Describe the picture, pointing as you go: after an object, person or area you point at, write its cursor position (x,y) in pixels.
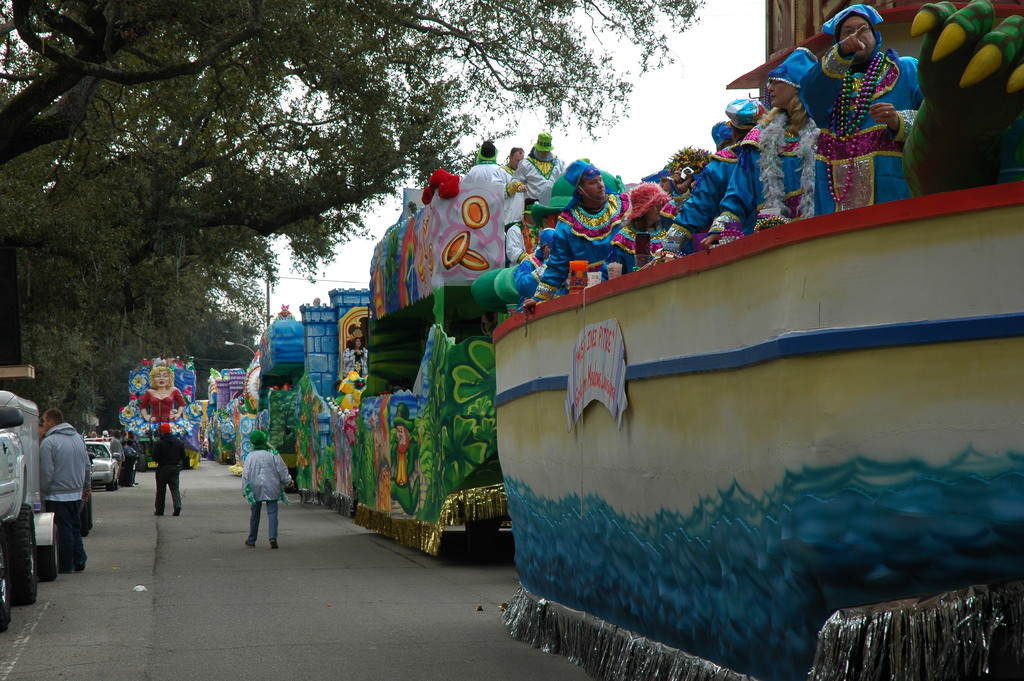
In this image there are vehicles (363,434) on a road (207,529), vehicles (188,426) are decorated in different structure, on that vehicles (509,305) people (556,270) are standing wearing different costumes (591,233), on the left side (72,514) people (67,485) are standing and there are trees (219,115).
